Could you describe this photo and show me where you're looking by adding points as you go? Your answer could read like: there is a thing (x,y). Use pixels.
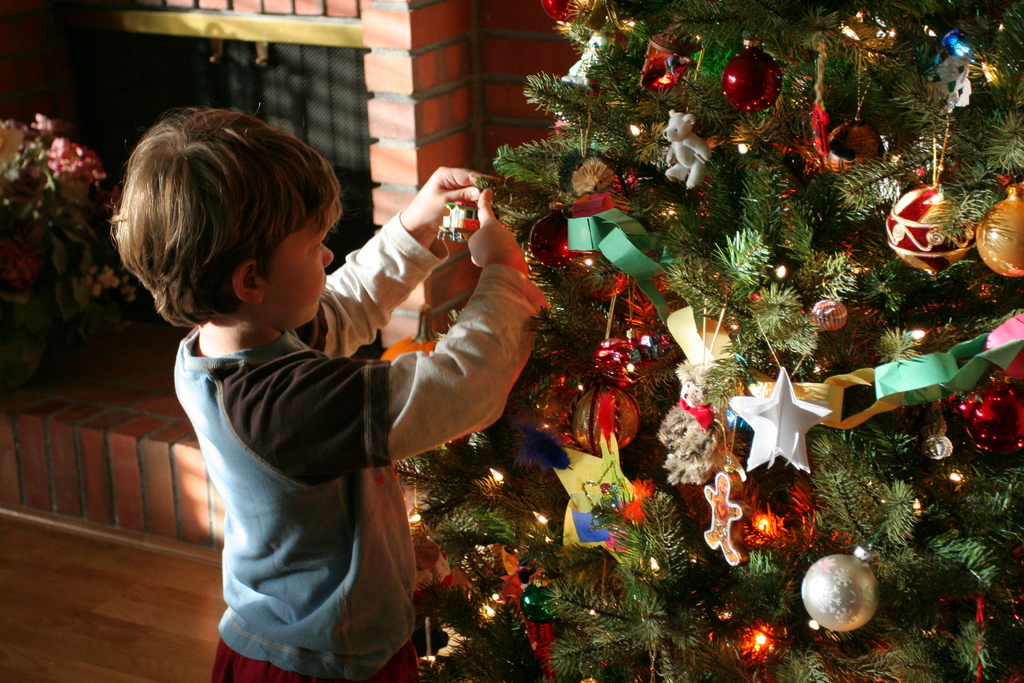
In this image I can see on the right side (764,626) there is a Christmas tree (753,393) decorated with lights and other things (669,420), on the left side (224,253) a boy (309,476) is standing and touching the tree (543,353), he is wearing a t-shirt (350,514), at the back side (441,82) there is the brick wall (542,63).
